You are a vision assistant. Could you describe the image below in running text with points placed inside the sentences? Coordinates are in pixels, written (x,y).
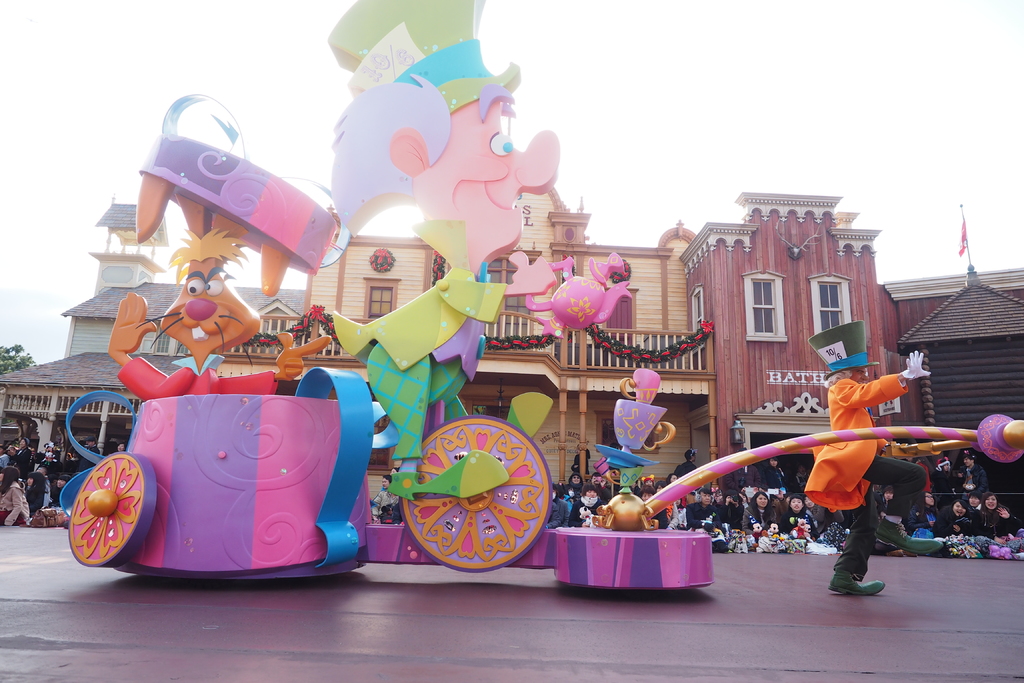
In this image we can see a few people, there are buildings (809,418), windows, there is a person (842,450) wearing different costume (848,406), there is a toy vehicle (427,236) on the road (425,646), there is a flag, tree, also we can see the sky (815,101).
